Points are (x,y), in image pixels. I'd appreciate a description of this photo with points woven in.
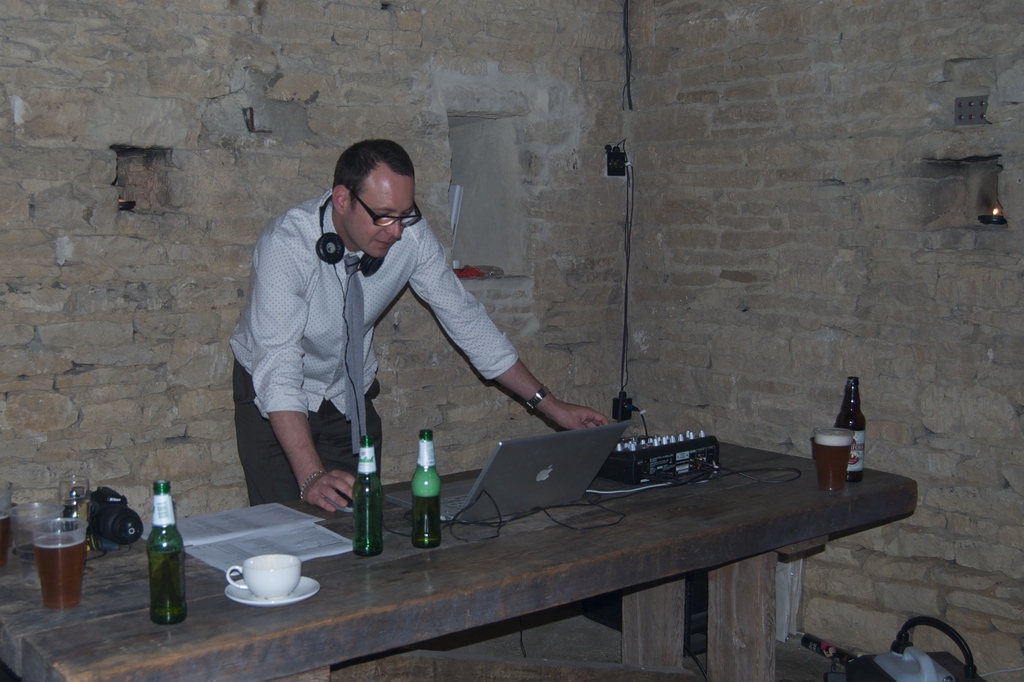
In this picture we can see man (310,357) wore tie (351,271), headsets (335,255), spectacle (373,217) and looking at laptop (488,475) on table (485,583) and we have bottles (366,516), cup (259,574), saucer (303,598), book (242,529), glass (65,543) with drink (65,543) in it, some device (621,444) on same table (461,548) and in background (518,116) we can see wall (830,264).
